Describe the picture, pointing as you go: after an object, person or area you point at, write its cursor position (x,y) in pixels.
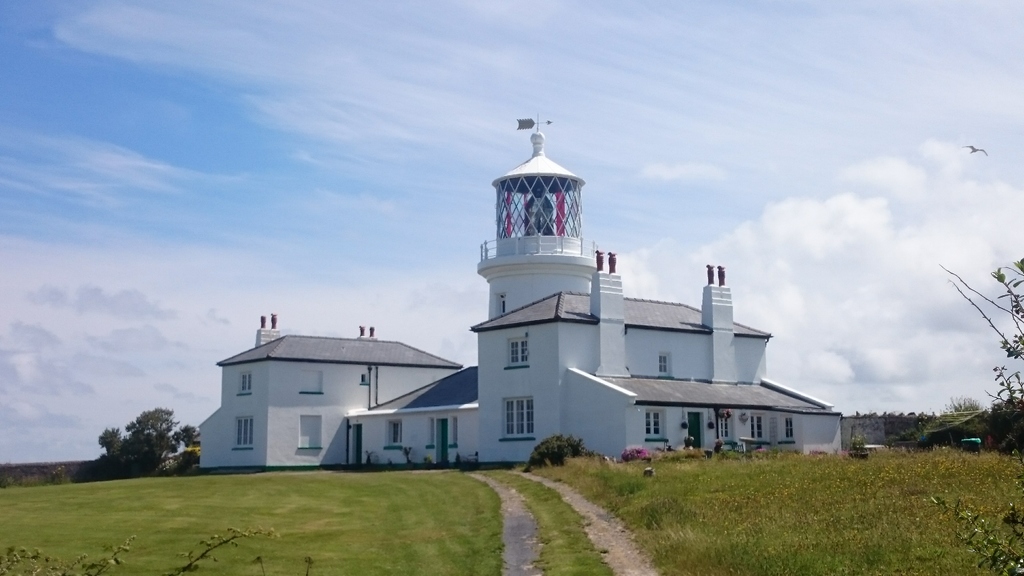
In this image we can see a house (514,403) and there is walkway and some grass (151,506) and in the background of the image (73,412) we can see some trees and cloudy sky (130,237).
